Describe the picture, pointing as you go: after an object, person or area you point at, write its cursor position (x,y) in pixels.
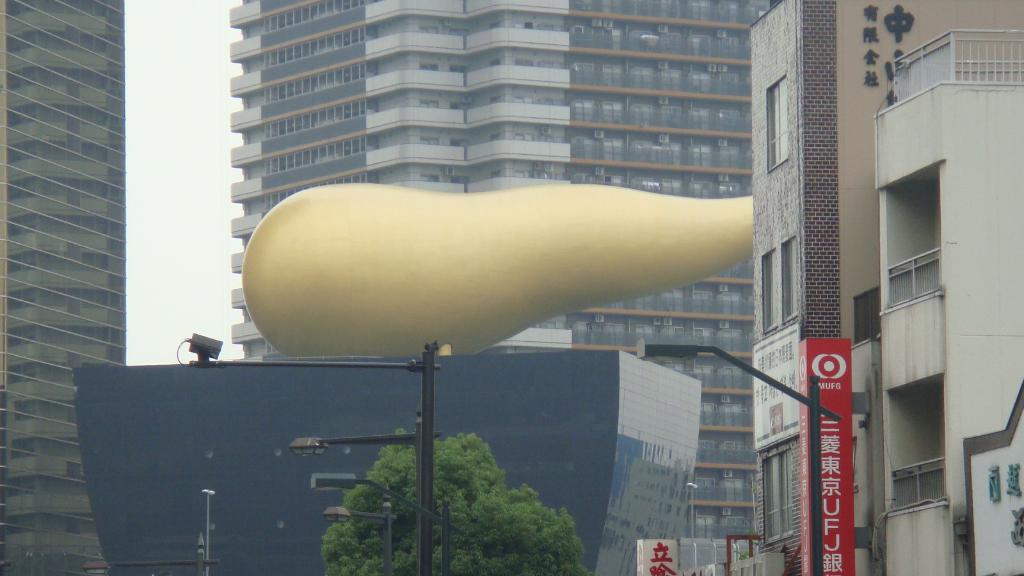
In this picture I can see buildings (608,3) and I can see a tree (407,514) and few pole lights (429,520) and I can see boards (800,441) with some text (788,353) and It looks like a show piece (470,348) and I can see a cloudy sky (156,144).
